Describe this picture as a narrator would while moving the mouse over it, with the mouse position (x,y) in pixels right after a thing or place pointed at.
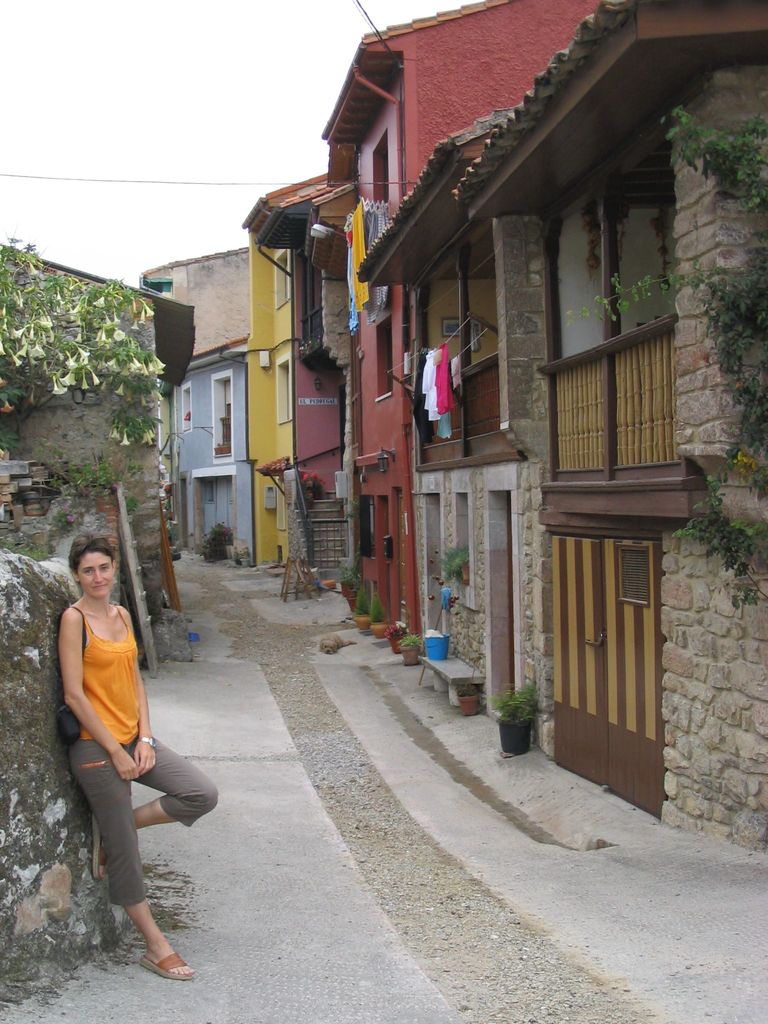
In this picture I can see buildings (367,334), few plants (753,539) and I can see clothes (423,392) on the ropes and a woman (128,777) standing and I can see a cloudy sky (184,151).
